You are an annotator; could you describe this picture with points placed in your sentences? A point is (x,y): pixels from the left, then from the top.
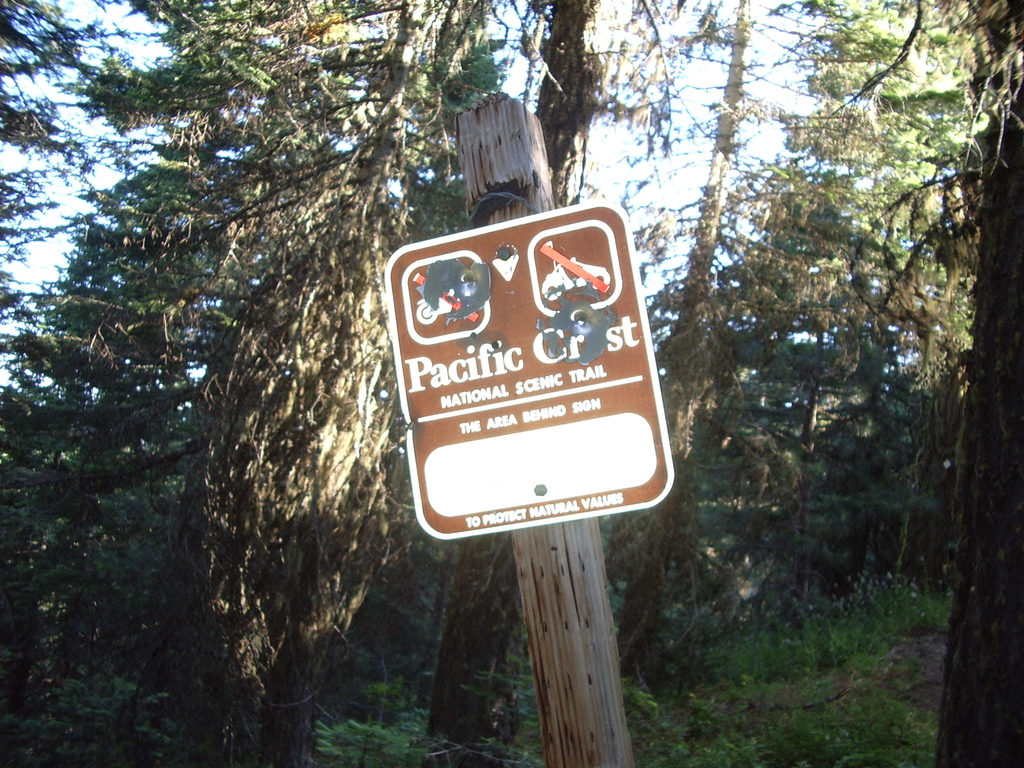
This picture shows trees (295,235) and a wooden pole (567,730) with a caution board (557,480).
